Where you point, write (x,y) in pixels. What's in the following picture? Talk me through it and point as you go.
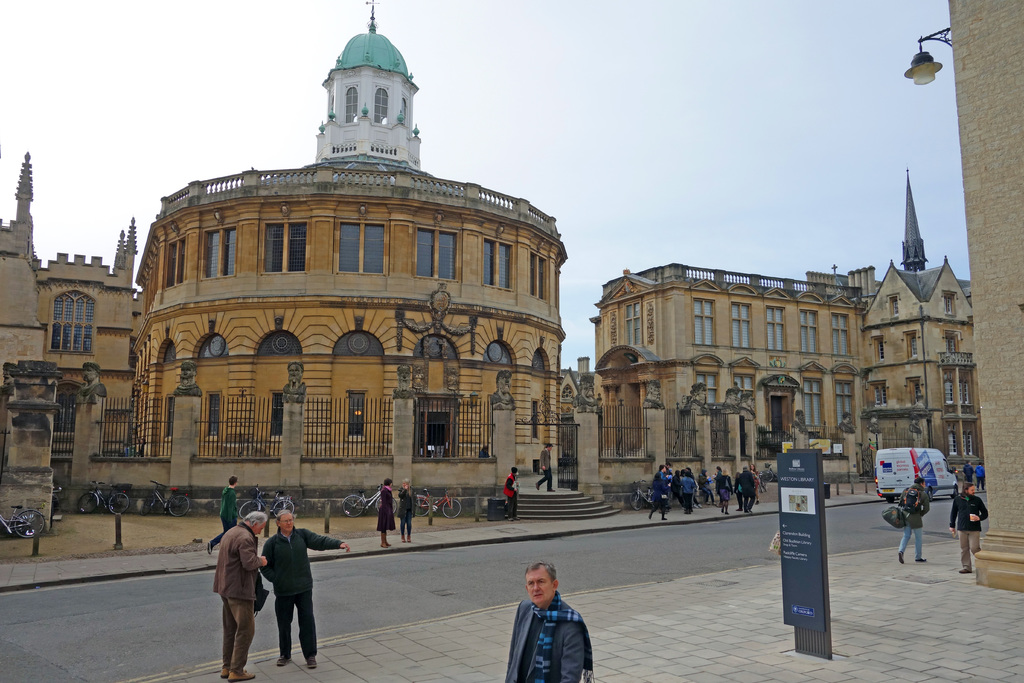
In the center of the image (514,301) there are buildings (846,336). At the bottom (406,525) we can see people (954,527) walking and some of them are standing. There are bicycles (43,525) and we can see a vehicle (911,451) on the road (873,533). There is a board (806,588) and we can see a light (923,83). At the top (573,105) there is sky (573,64).
